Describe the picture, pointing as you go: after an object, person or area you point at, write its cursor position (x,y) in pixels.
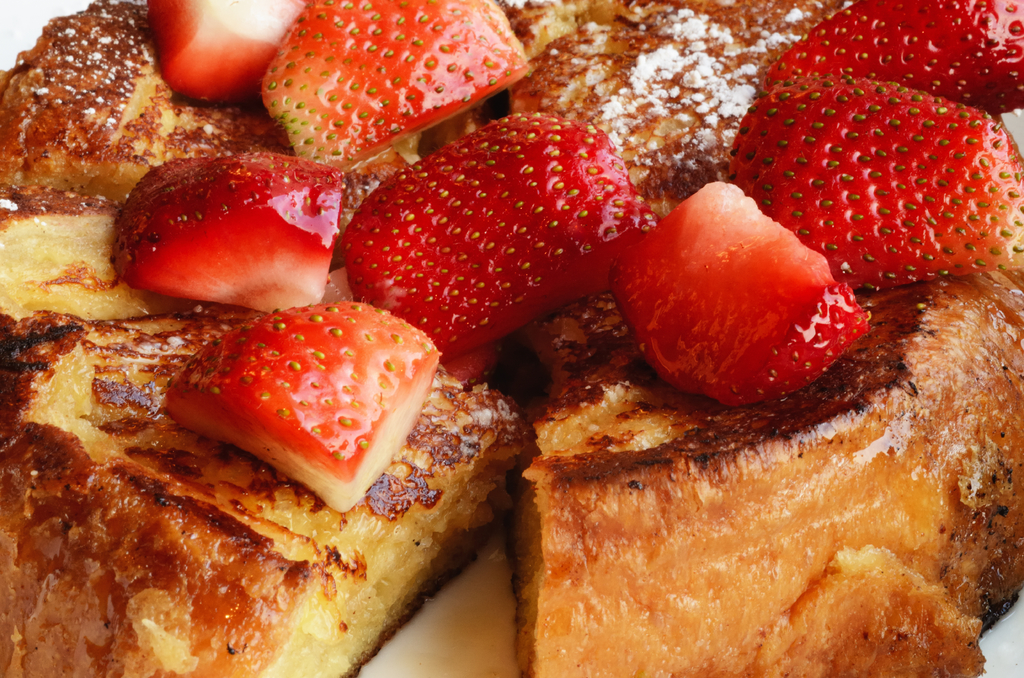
In this image there are some food items (395,353) on the plate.
